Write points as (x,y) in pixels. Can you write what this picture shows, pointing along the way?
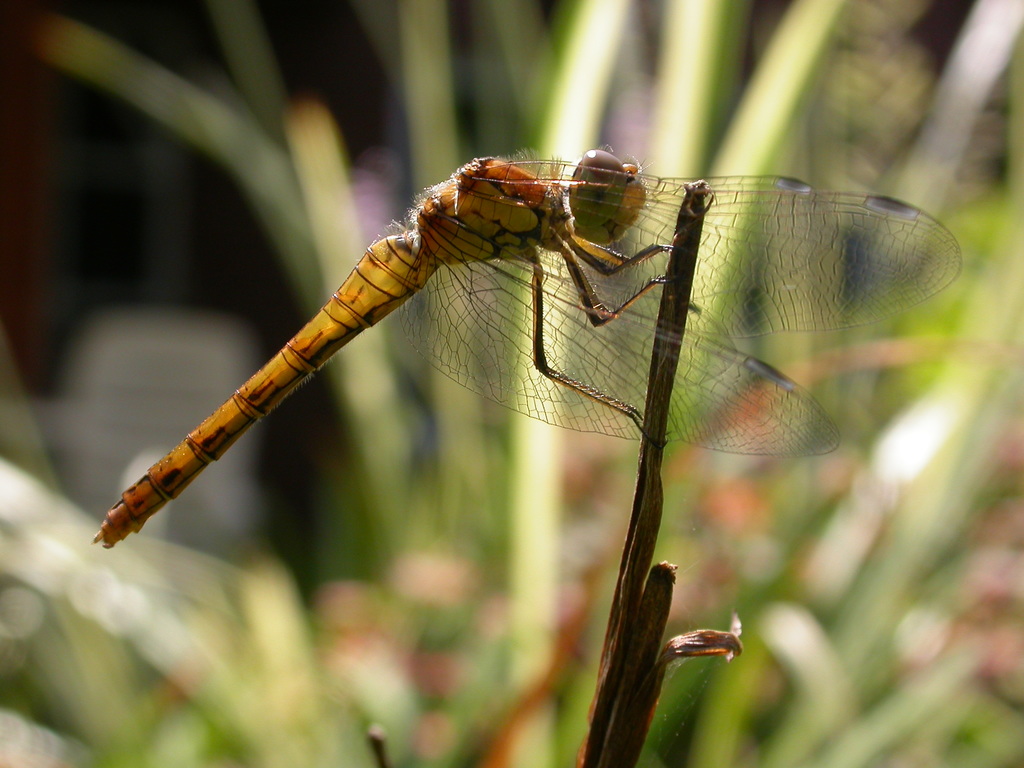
In this image there is a dragonfly (654,249) on an object (638,608), in the background (801,720) it is blurred.
